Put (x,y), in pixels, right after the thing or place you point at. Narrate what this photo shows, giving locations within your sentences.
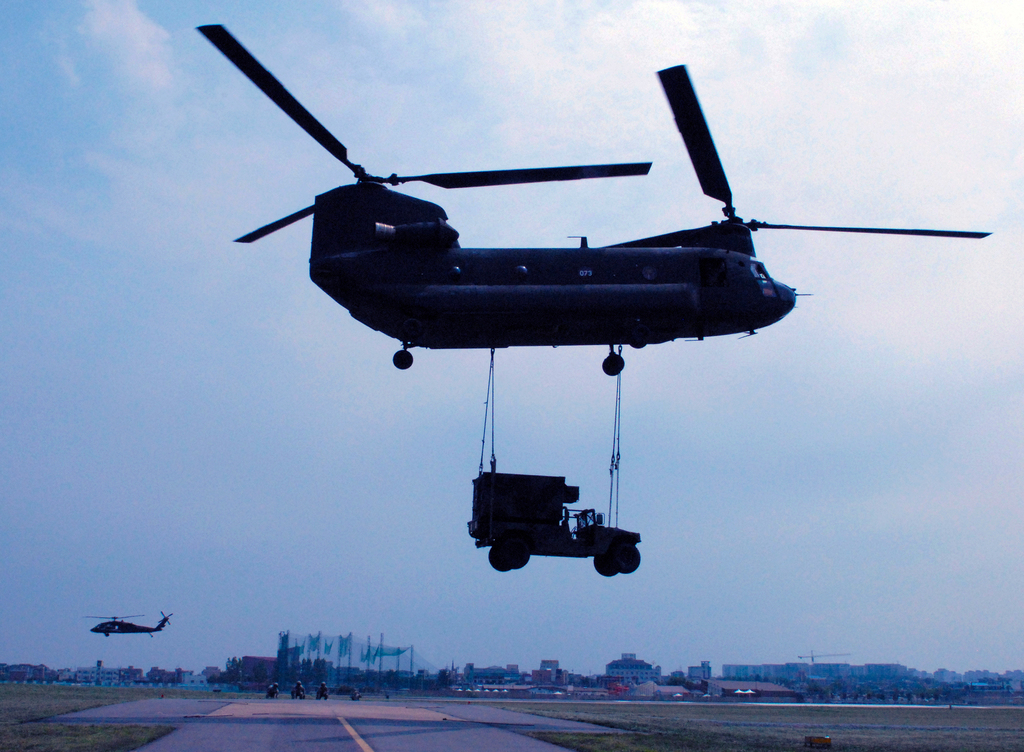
There is an aircraft (667,317). Which is lifting a jeep (517,478) with the help of threads (622,371). Below this, there is a runway (426,740), on which, there are vehicles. On both sides of the runway (172,734), there's grass (797,723) on the ground (921,726). In the background (108,630), there is another aircraft (97,617) in the air (188,610). There are buildings (589,677), trees (925,688) and clouds (930,359) in the blue sky (143,264).
